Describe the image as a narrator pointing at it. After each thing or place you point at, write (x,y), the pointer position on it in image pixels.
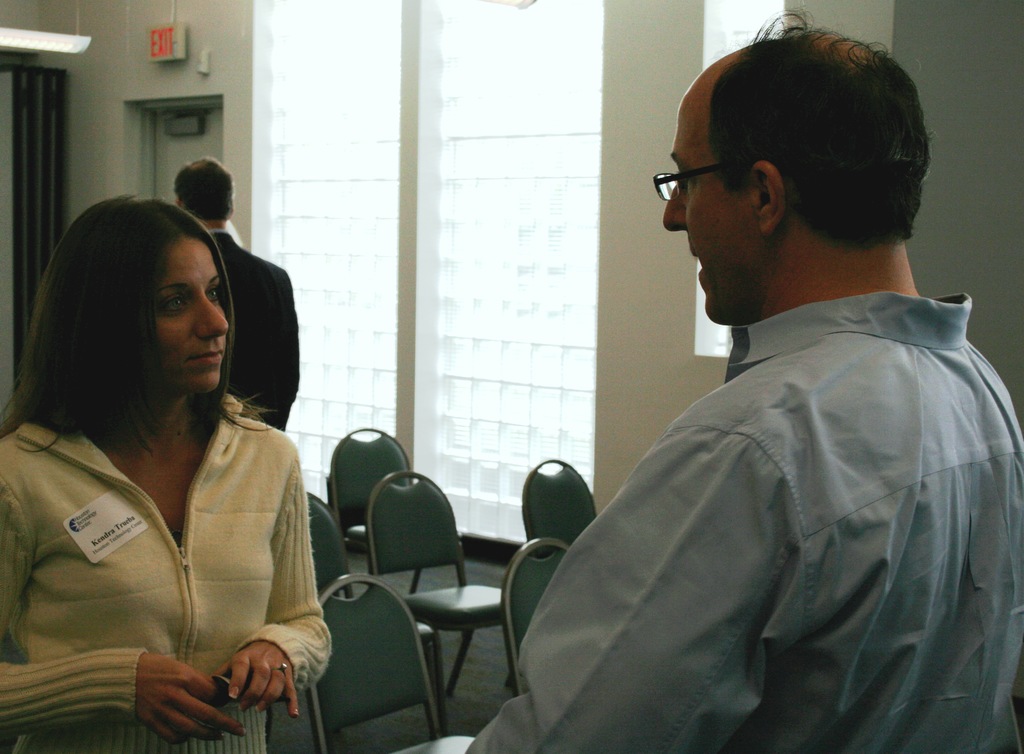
In this image i can see a woman (209,361) and a man (780,586) standing, a woman (210,569) wearing a cream shirt (219,549) and a man (766,420) wearing light blue shirt (766,420) at the back ground (256,291) i can see a man (257,293) standing wearing a black dress (250,280), few chairs (415,536), a glass window (531,216), a wall (611,95), a board (159,35) at the top (61,47) there is a light (50,49).
